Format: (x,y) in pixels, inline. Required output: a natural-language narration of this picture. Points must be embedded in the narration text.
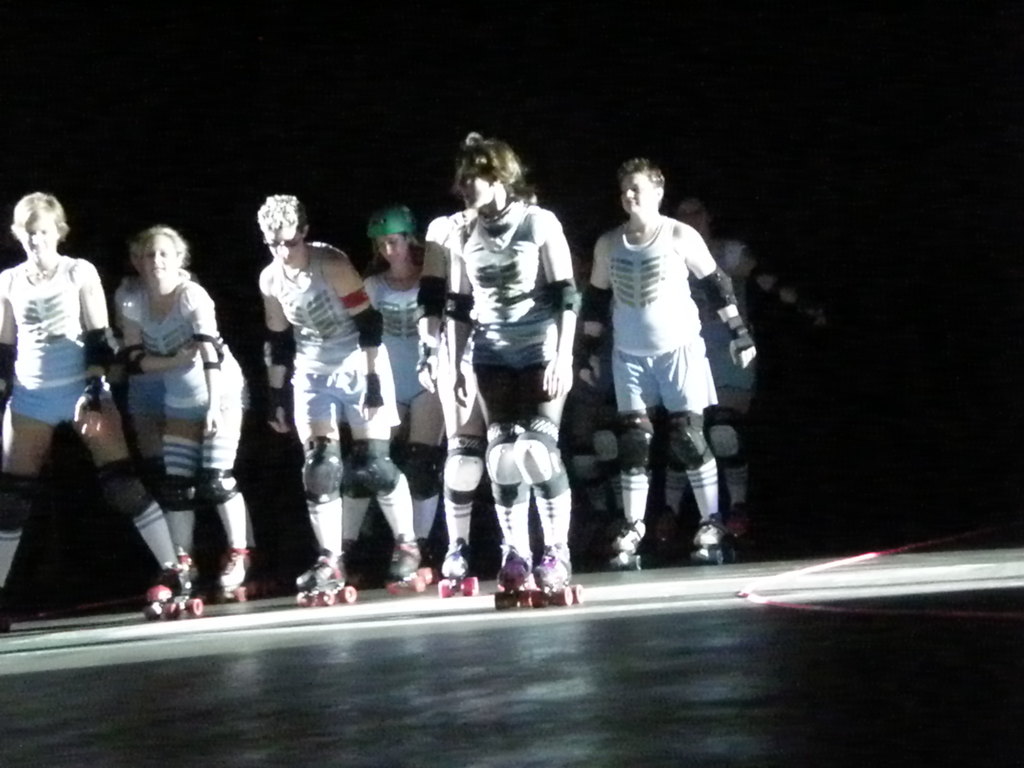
In this picture we can observe some people (314,333) skating on the skating rink (404,661). There are men (292,343) and women (529,283) in this picture. All of them were wearing white color dresses (654,332). The background (259,119) is dark.
